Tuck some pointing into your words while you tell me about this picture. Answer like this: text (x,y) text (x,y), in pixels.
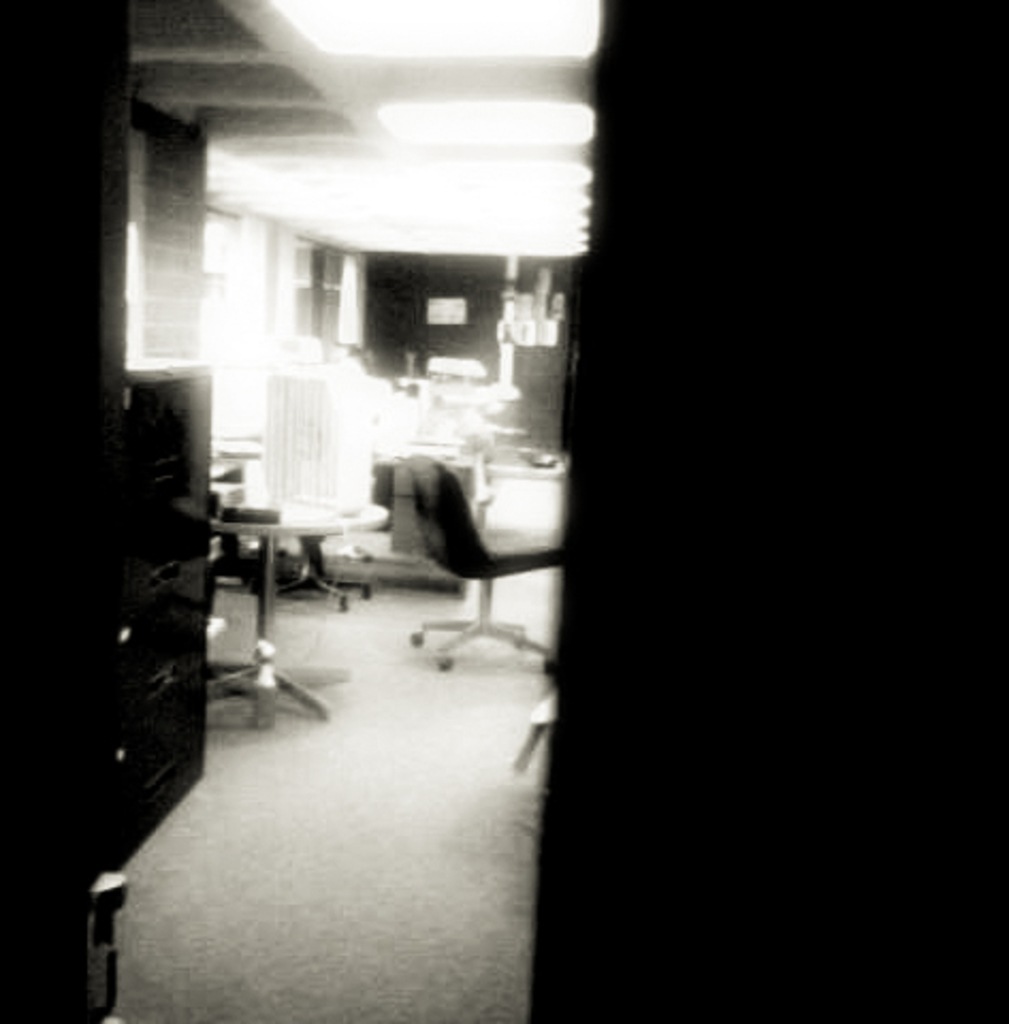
In this picture I can see chairs (530,642), tables (270,590) and some objects (157,620) on the floor (231,722). This image is black and white in color.
